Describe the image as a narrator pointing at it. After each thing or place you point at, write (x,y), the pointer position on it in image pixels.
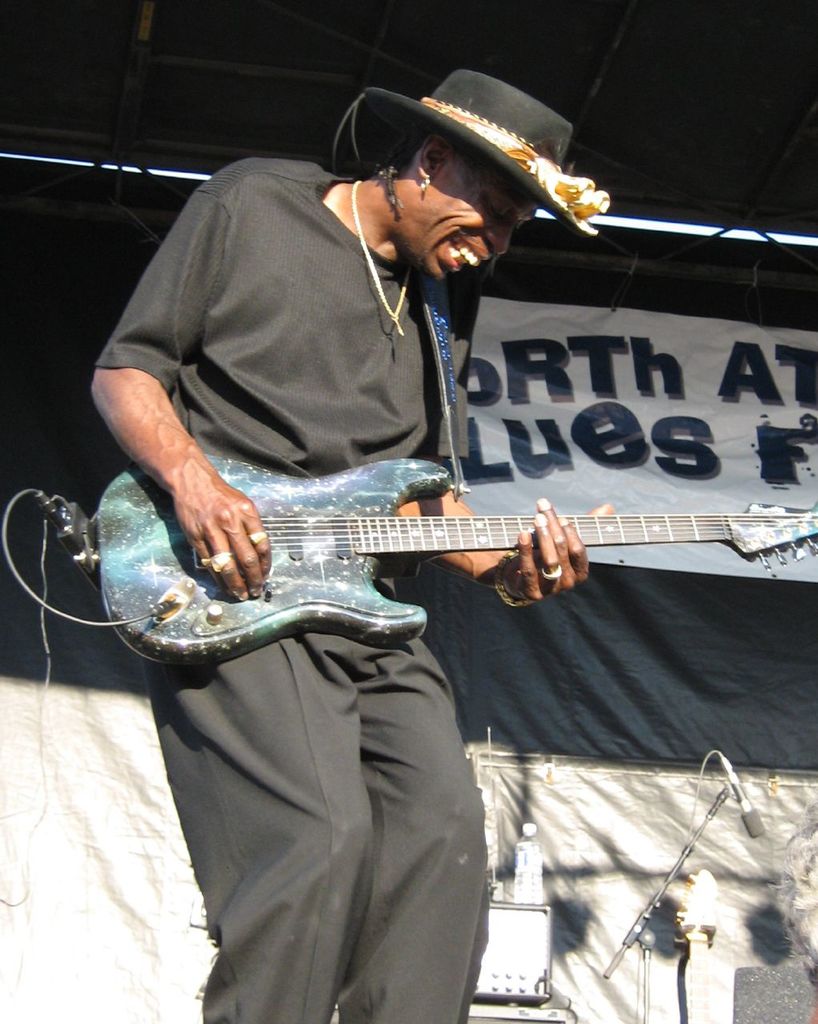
As we can see in the image there is a man (415,225) holding guitar (301,535) in his hand (575,573) and in the background (647,455) there is a banner (675,399).
